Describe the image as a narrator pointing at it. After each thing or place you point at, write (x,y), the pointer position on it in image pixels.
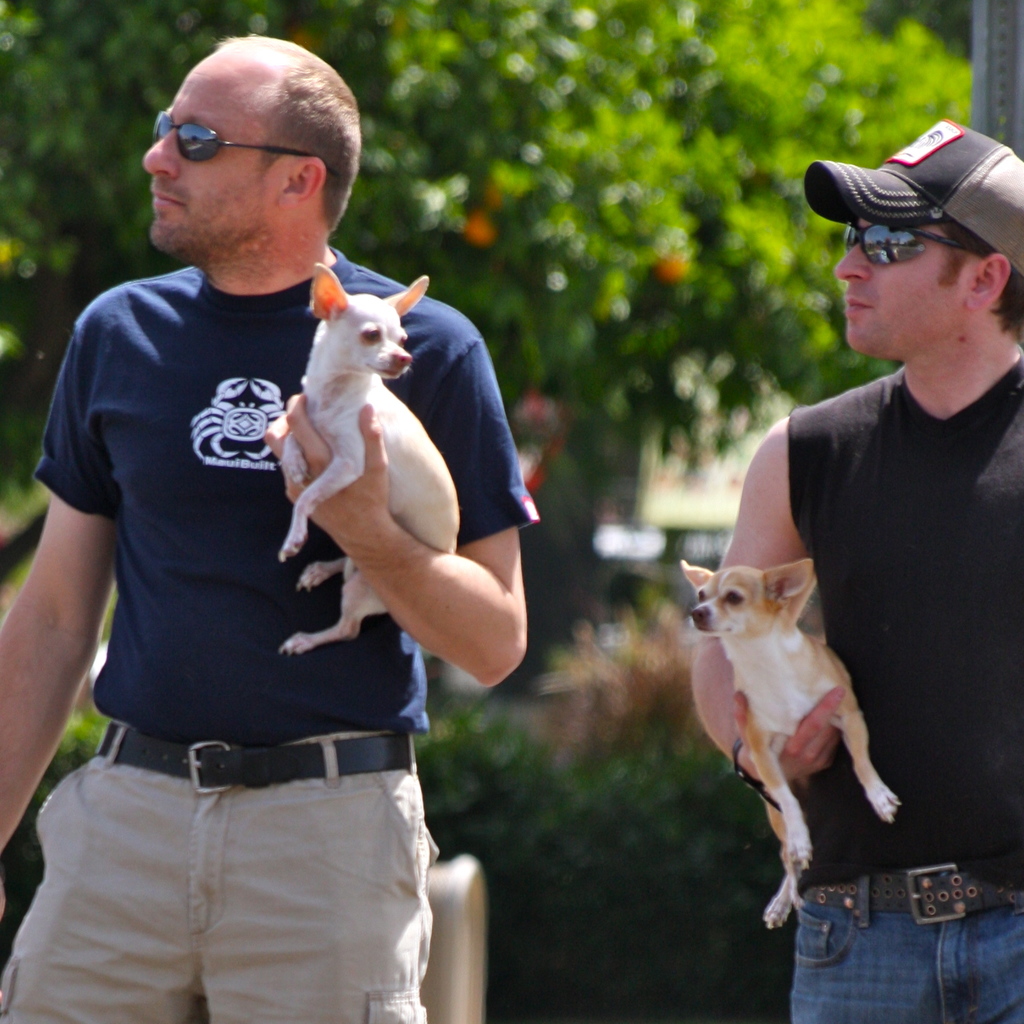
In this image there are two men (158,518), both are holding dogs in their hands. The man (856,565) to the right (922,837) is wearing a black sleeveless shirt (917,709), and a pant (904,947) with belt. He is also wearing a cap (928,190). And the man (223,365) to the left (244,670) is wearing a blue t-shirt (179,638) with a gray pant (187,840) and belt (145,761). In the background (629,97) there are trees (630,288) and plants (600,881).
